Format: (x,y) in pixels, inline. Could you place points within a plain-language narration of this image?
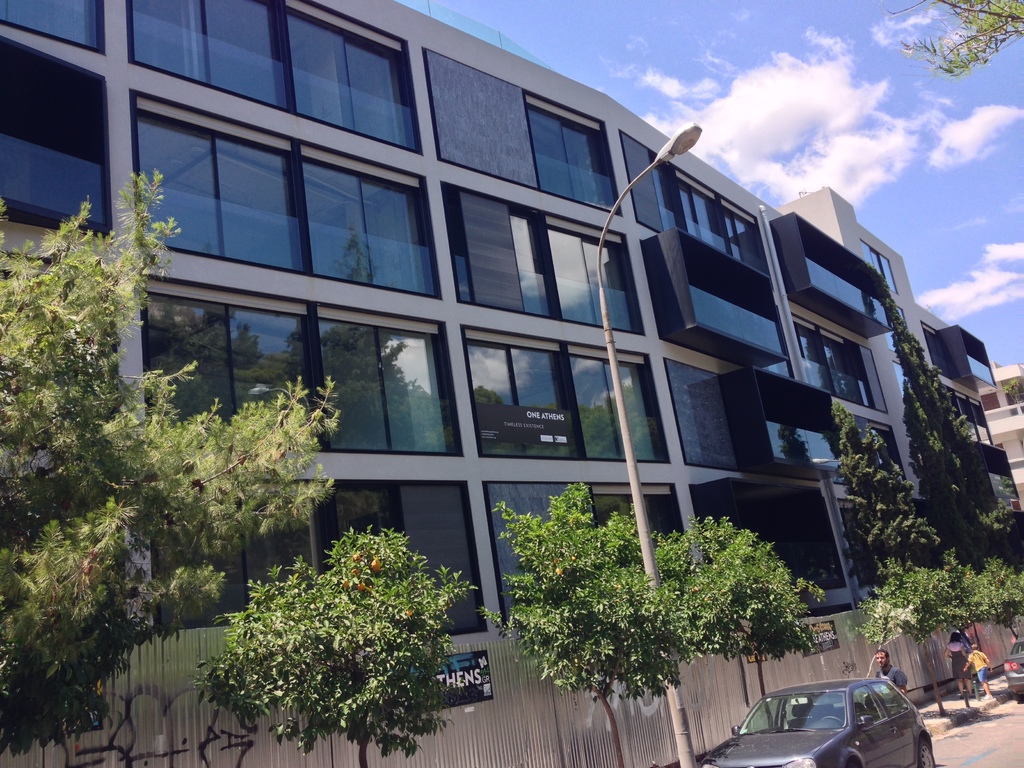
In this picture we can see there are vehicles (893,720) on the road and behind the vehicles (880,697) there are some people (894,677) walking on the path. On the left side of the vehicle (856,718) there are trees (243,637), a pole (679,142) with light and buildings (671,309). Behind the buildings (590,336) there is the sky (815,116).
